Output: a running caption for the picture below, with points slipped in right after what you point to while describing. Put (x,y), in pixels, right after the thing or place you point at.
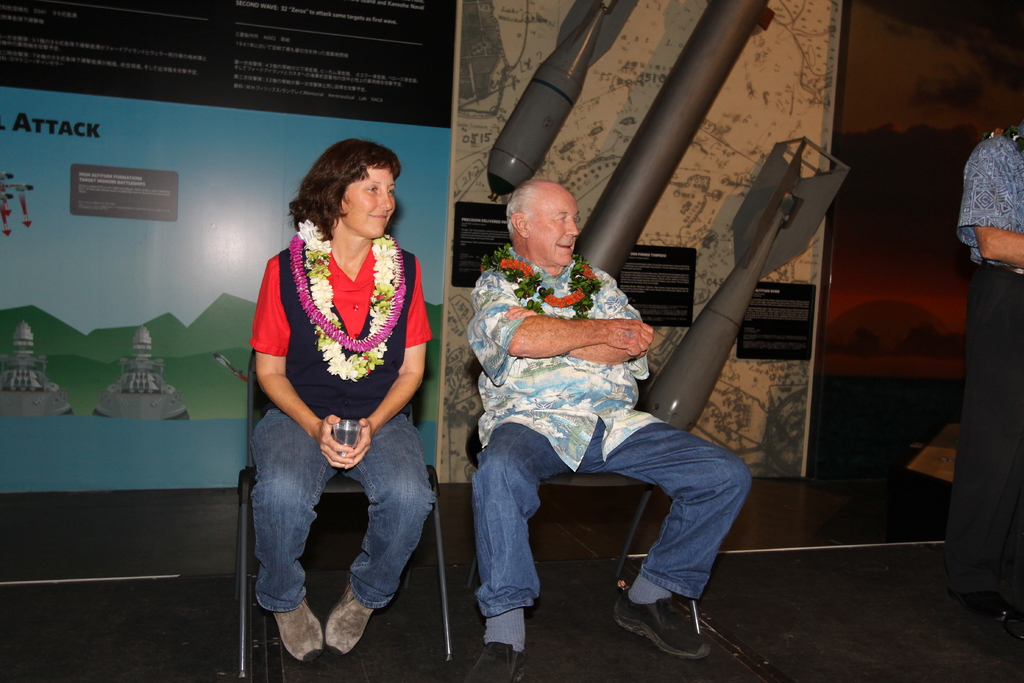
This picture shows a man (492,424) and a woman (369,435) seated on the chairs (243,513) and we see a woman (290,348) holding glass (349,436) in the hands (335,451), both of them wore flower garlands (539,286) and we see a hoarding (432,163) on the back (221,84) and we see another man (986,200) standing on the side.
